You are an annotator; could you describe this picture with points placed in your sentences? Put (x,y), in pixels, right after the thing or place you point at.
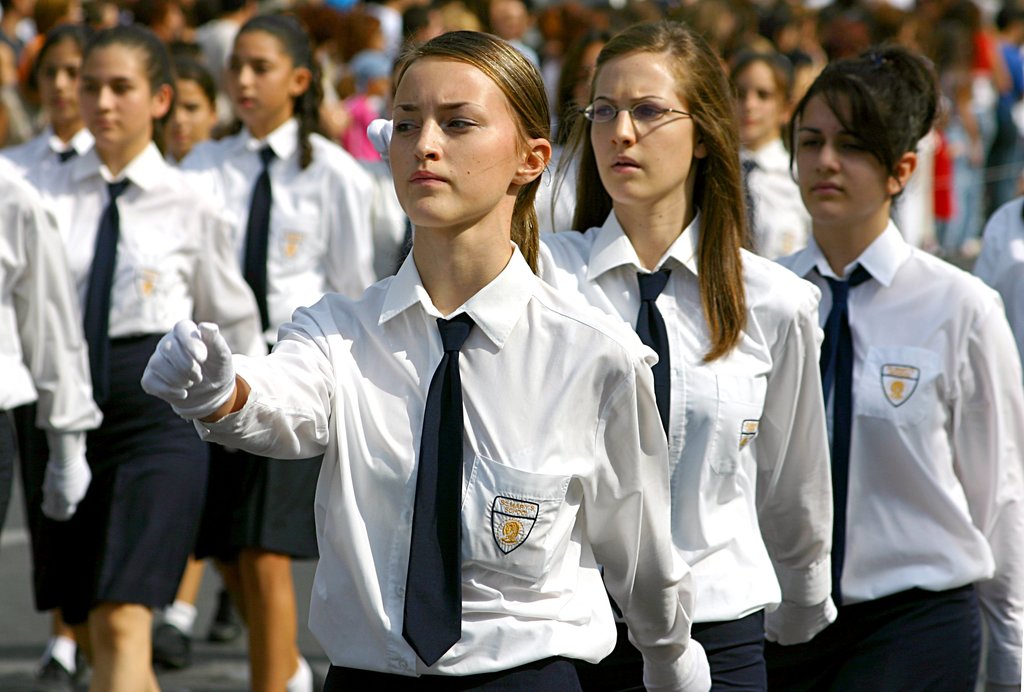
In this image I can see few women (489,399) wearing white shirt (541,362), black tie (439,404) and black skirts (620,662) are standing and I can see they are wearing white gloves (171,338). In the background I can see few other persons (1009,140) standing.
